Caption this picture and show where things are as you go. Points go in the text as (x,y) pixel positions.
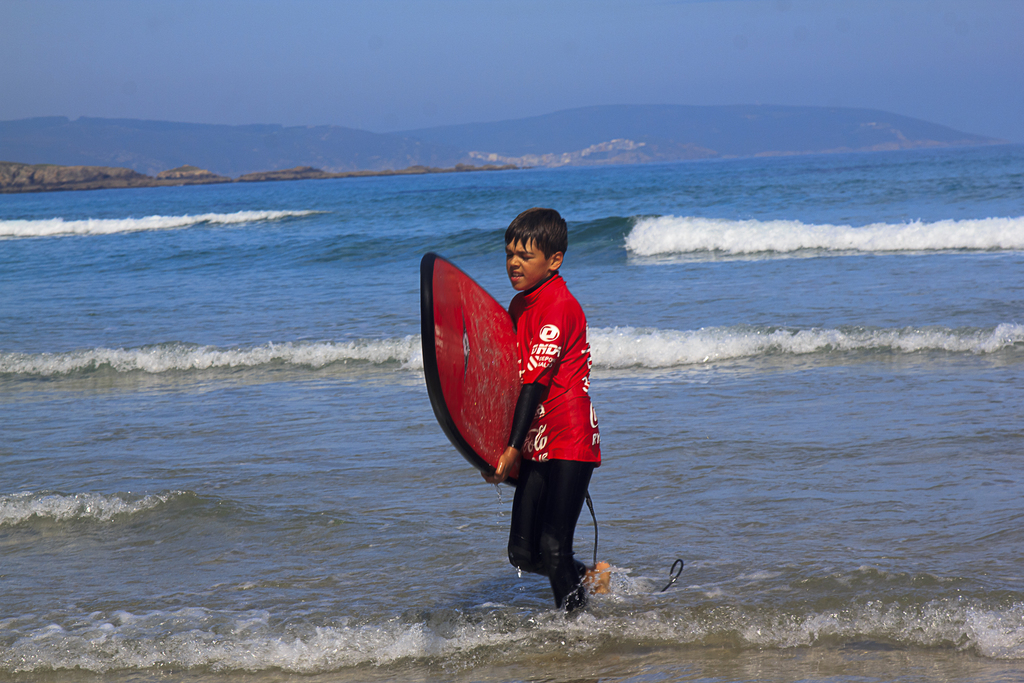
In this picture there is a boy (554,511) who is wearing t-shirt (548,375) and trouser (544,511). He is holding a board (490,382) and walking on the beach (458,660). In the back (758,219) I can see the sea (868,304). In the background (705,107) I can see the mountains (572,123). At the top (560,21) I can see the sky (66,48).
